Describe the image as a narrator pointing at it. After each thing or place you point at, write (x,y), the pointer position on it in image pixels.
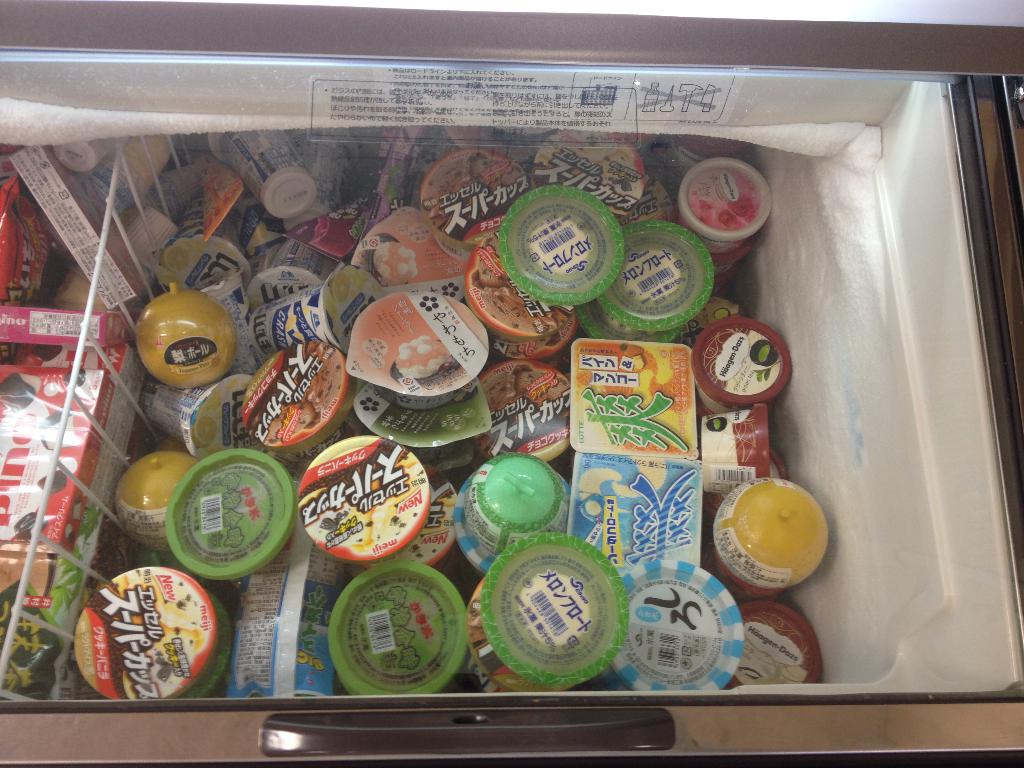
In this image I can see cups (316,342) and other objects (208,316) which are separated with rack (13,634). And those are placed in a fridge (99,385).
